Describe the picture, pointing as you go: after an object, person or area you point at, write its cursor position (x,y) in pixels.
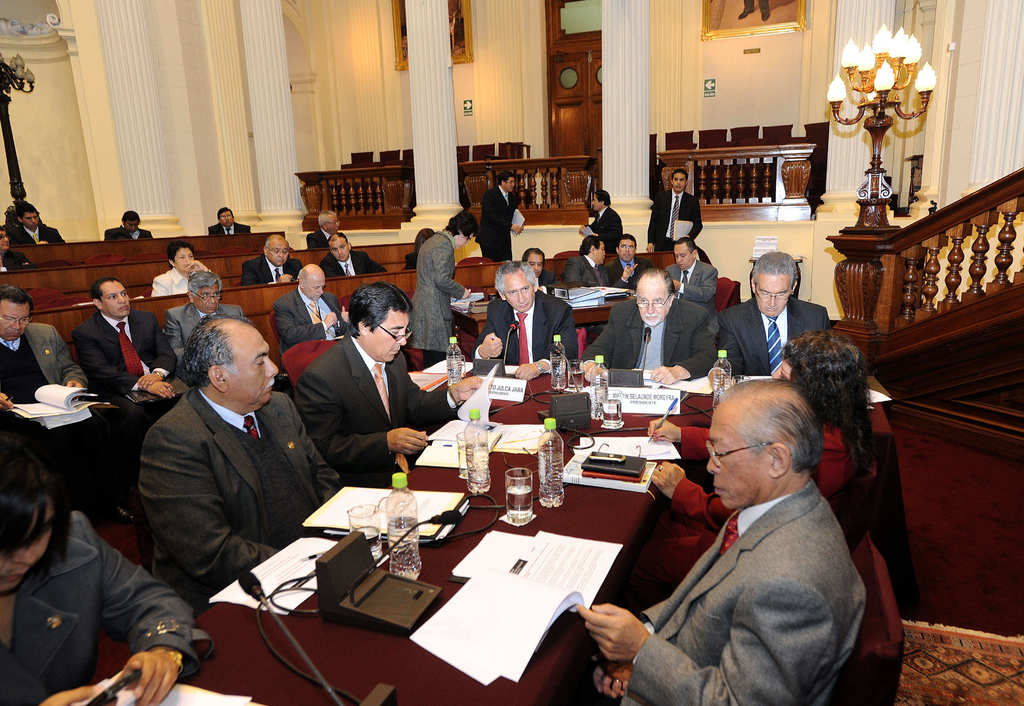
In this image there are desks (500,264), there are objects (561,292) on the desks (245,303), there are chairs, there are persons (560,307) sitting on the chairs (109,256), there are lights (886,85), there is floor (968,534) towards the right of the image (976,603), there is a mat (970,637) on the floor (956,619), there are pillars (275,73) towards the top of the image (610,59), there is a wall (544,94) towards the top of the image (764,93), there is a door (573,110), there are photo frames (771,31) towards the top of the image (457,23).
